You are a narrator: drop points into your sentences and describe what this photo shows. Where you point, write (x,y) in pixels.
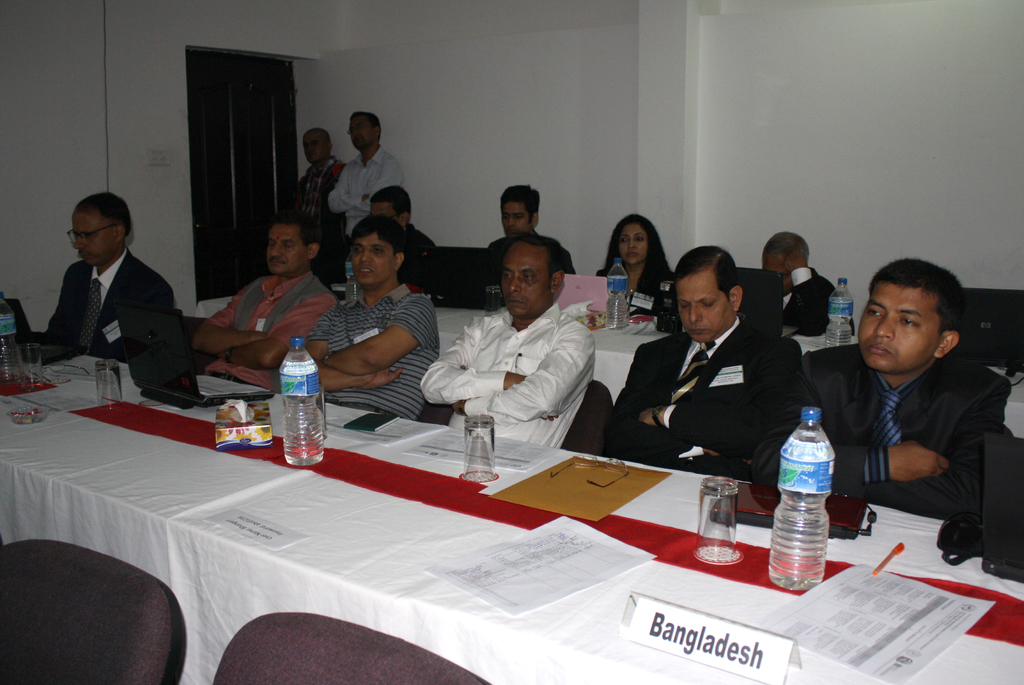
There is a room (195,83) with one door (256,204) in which tables (99,465) and chairs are arranged in row. people (888,445) are sitting in the chairs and in second row one female (624,236) is sitting. there are two people (322,197) standing near the door (268,194) there are so many papers (838,596) and water bottles (829,451) along with glasses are arranged on table (990,589). along with tissue box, and also there is name board (625,621) of the state Bangladesh on the table (200,454).
